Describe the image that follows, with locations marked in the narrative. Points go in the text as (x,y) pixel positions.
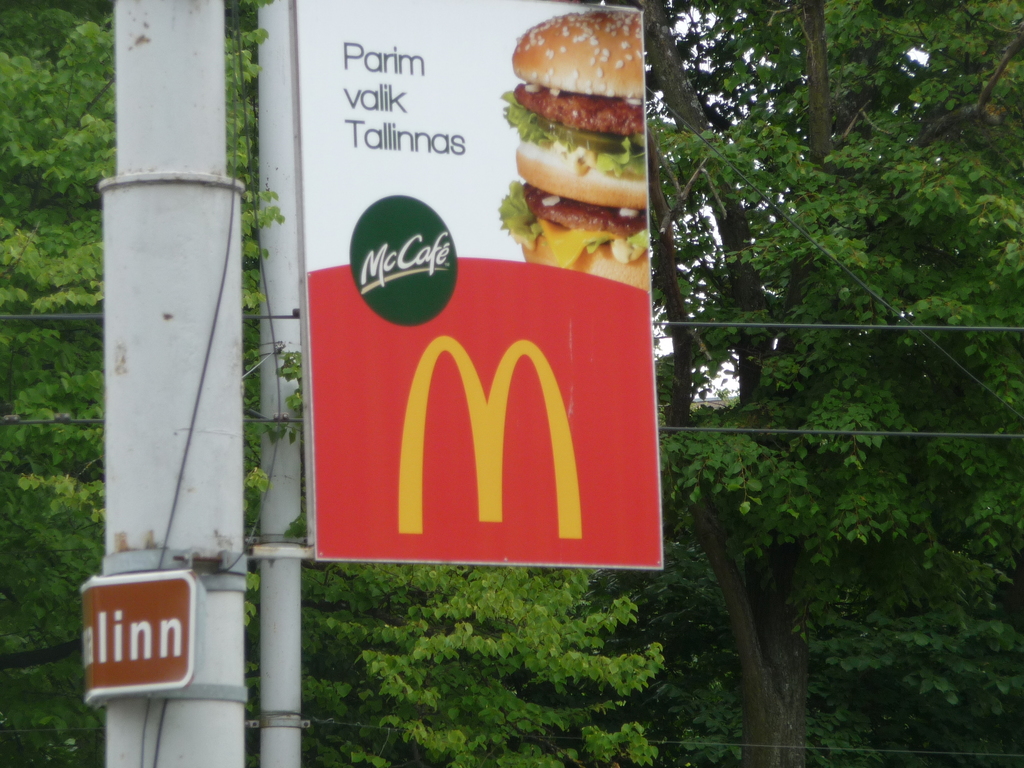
In this image, we can see a pole (265,170) with a hoarding (336,187) saying "Parim valik Tallinnas" there is also a symbol (489,409) of "m" with a background (492,302) red color and there is also a picture (622,268) of a burger (582,154). At the back of the pole (275,20) there are some trees (763,411).
